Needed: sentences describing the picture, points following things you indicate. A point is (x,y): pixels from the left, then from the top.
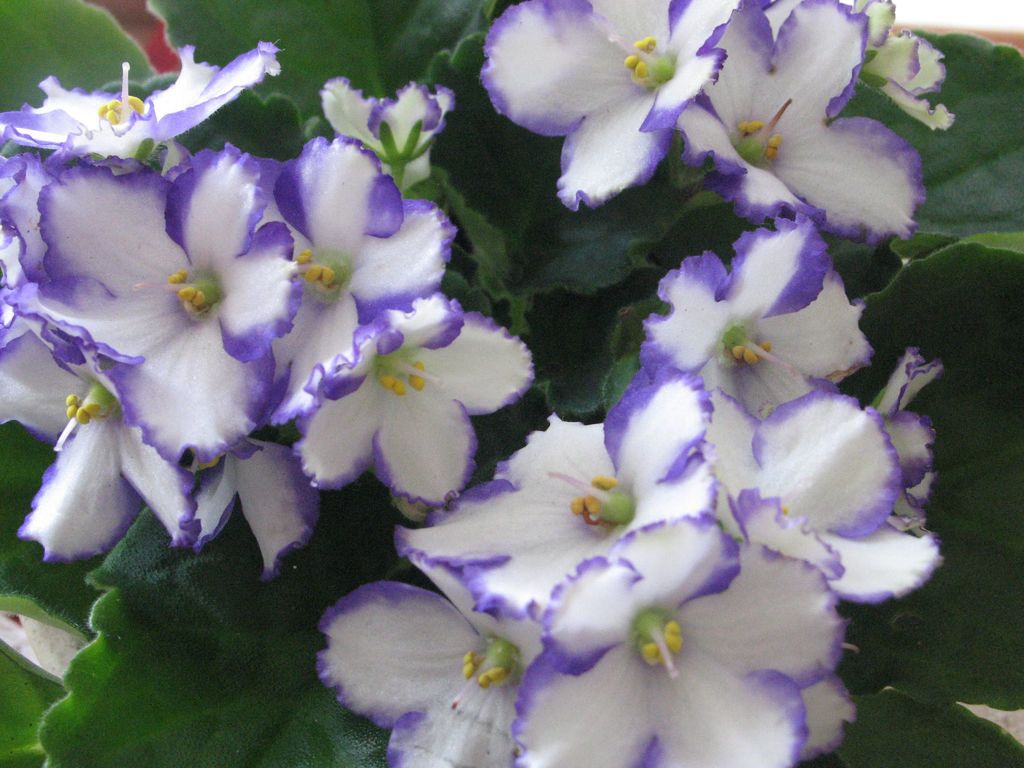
In this image we can see flowers (286,261) and leaves (547,369).
